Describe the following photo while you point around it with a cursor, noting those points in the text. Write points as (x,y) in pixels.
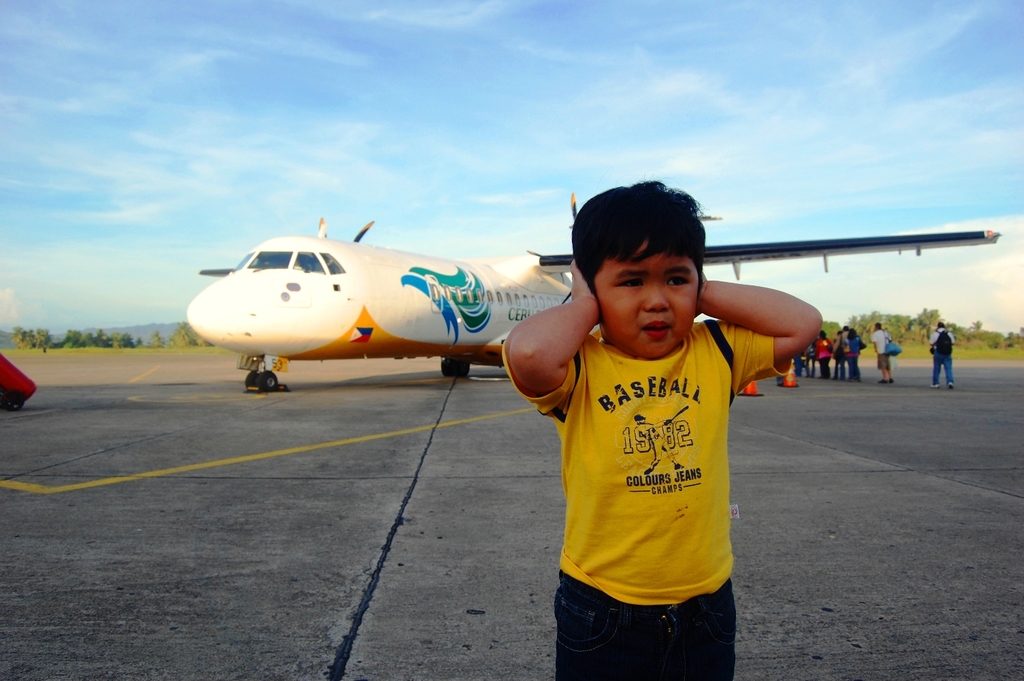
This is an outside view. Here I can see a boy (638,450) standing on the ground (530,651). In the background (305,310) there is an airplane (333,295). On the right side (882,336) there are few people (879,348) standing facing towards the airplane (404,333). In the background (95,346) there are many trees (111,336). At the top of the image (450,74) I can see the sky (191,52).
